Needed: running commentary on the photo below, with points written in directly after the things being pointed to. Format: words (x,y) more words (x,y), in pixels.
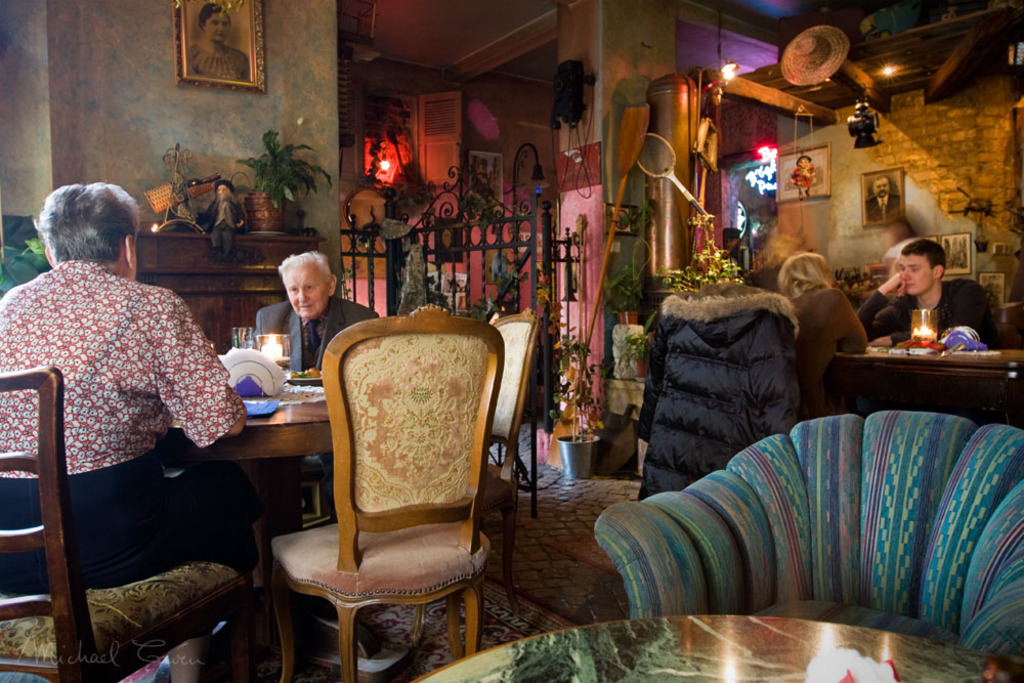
Here we can see a two persons (94,332) are sitting on the chair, and in front (282,430) here is the table (277,443) and candle (264,338) and plates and some objects (256,368) on it, and at back (236,30) here is the wall (163,76) and photo frame (225,37) on it, and here is the light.
